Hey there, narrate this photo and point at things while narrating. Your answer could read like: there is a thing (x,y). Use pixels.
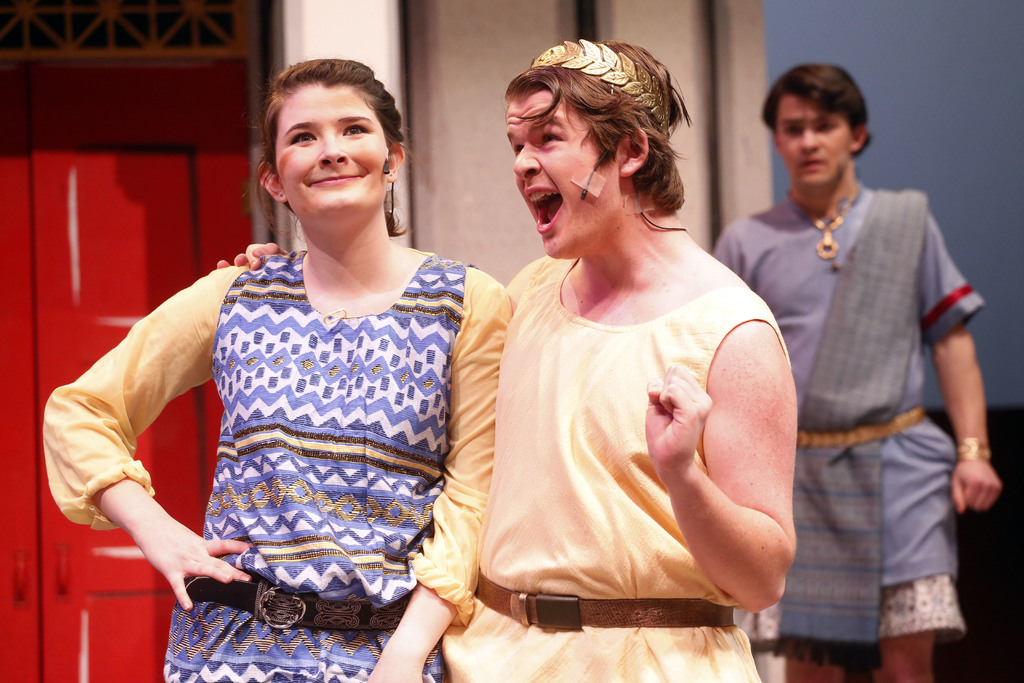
In this picture we can see three people (450,390), mics (589,195), woman (356,173) smiling and in the background (134,271) we can see doors (163,177), wall (948,57) and some objects (215,55).
